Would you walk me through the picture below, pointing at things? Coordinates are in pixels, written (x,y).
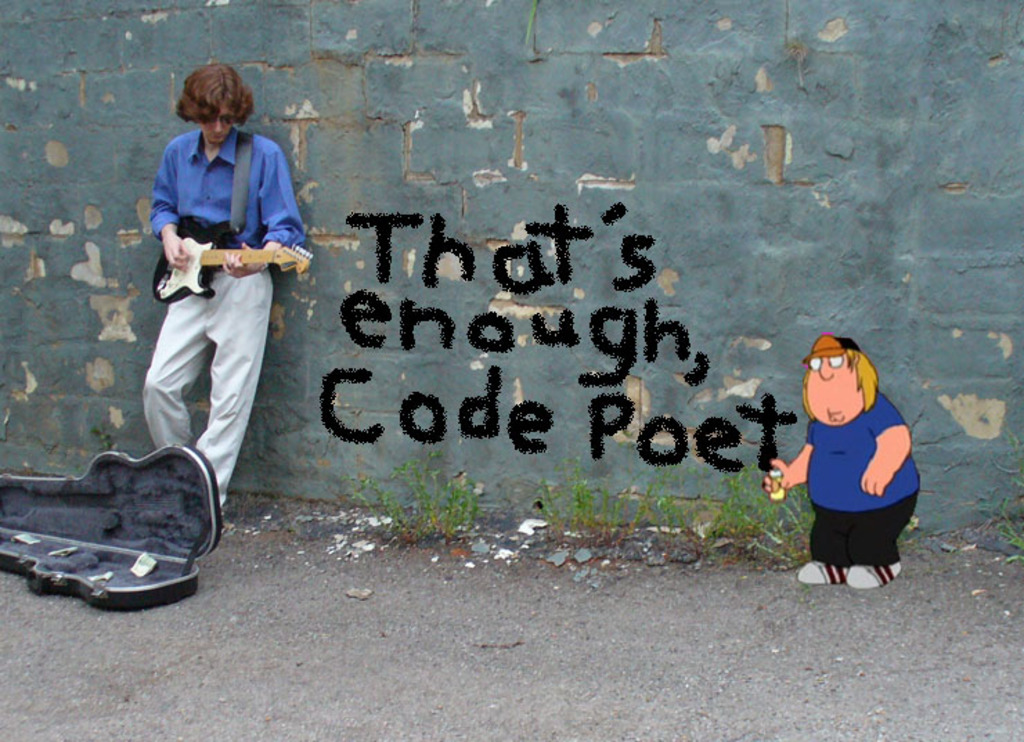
In this image i can see a person (275,200) standing and holding a guitar (219,260) in his hands (176,247), to the left bottom (195,514) i can see a guitar box (78,562) and to the right of the image (857,503) i can see a animation (909,443) of a boy (843,358). In the background (715,289) i can see a wall (662,220) on which there is a writing (607,222) ¨ that's enough code poet¨.
